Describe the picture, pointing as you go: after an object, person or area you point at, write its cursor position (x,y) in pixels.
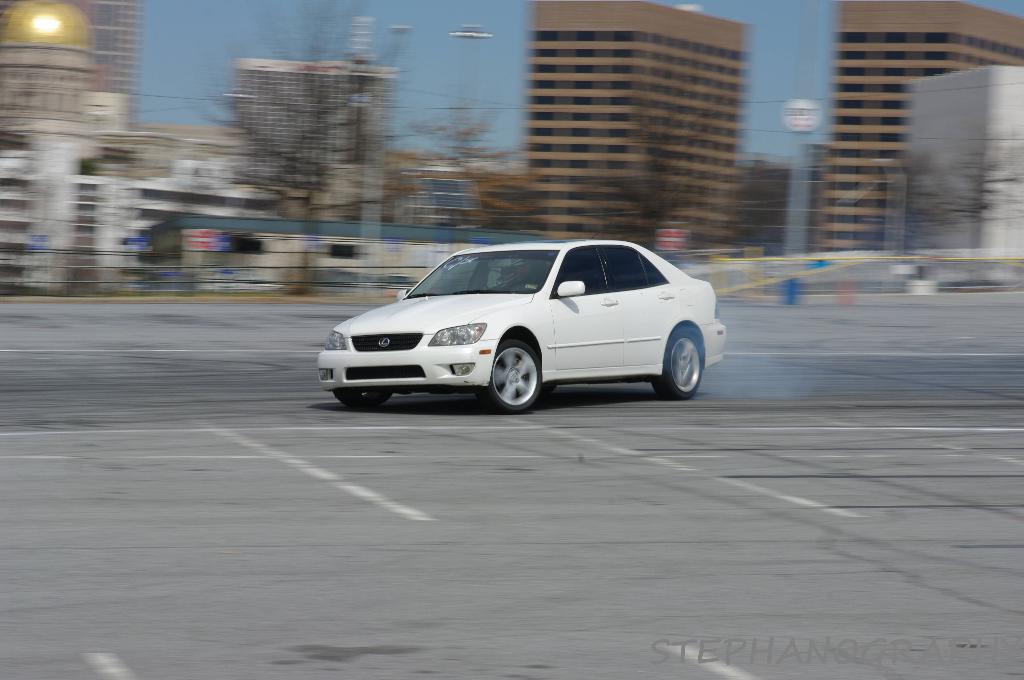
This image consists of a car (655,328) in white color. At the bottom (452,535), there is a road (351,537). In the background (485,162), there are buildings (364,118). At the top (434,36), there is sky (399,51).
